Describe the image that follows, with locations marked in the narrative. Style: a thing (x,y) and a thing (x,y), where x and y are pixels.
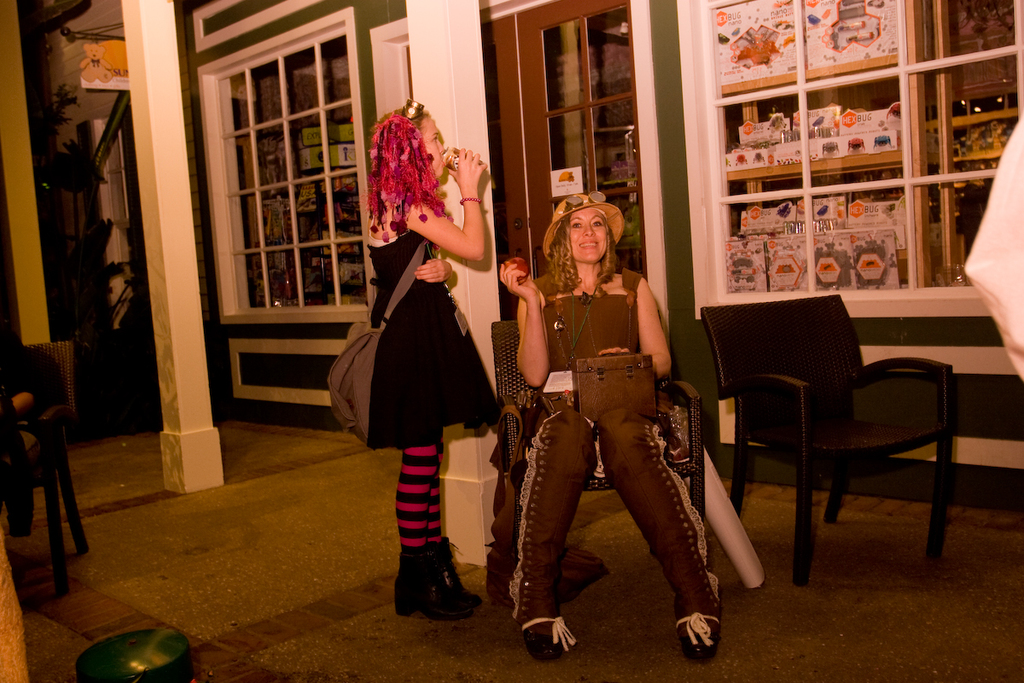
There are two females (417,131) in this picture. One is standing and wearing a bag (333,363) and holding a bottle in her hand (479,174). Another woman (603,444) is sitting on a chair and holding an apple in her hand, wearing a hat (547,247). To the left of image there is a chair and a vessel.
